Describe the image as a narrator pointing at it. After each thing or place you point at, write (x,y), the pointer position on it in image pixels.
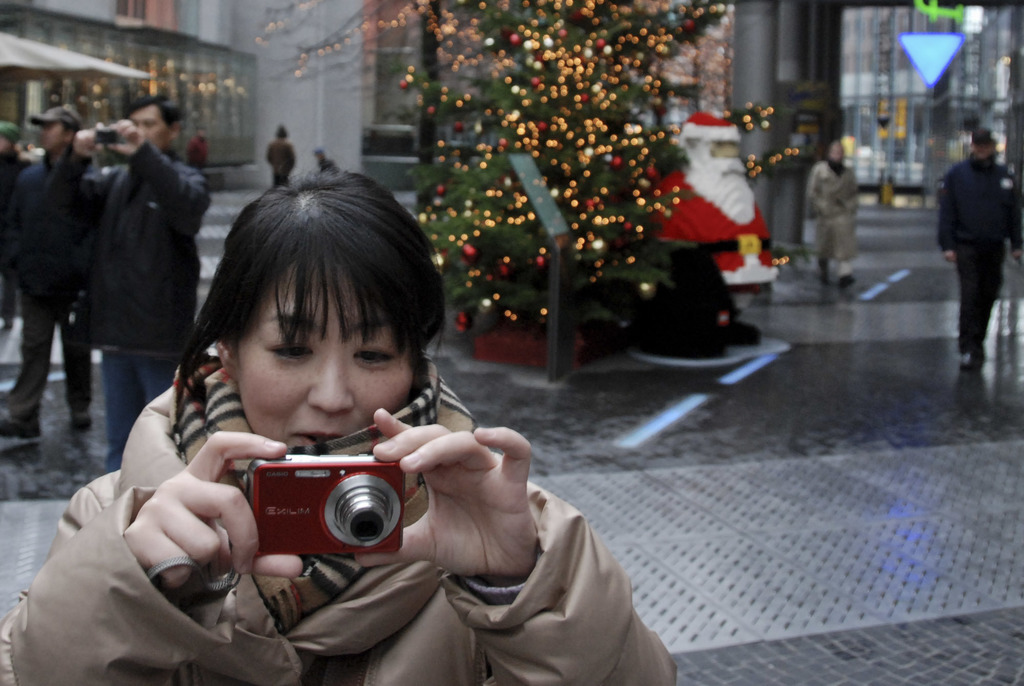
As we can see in the image, there are few people (293,221) standing here and there. The woman (294,365) who is standing here is holding camera (342,491) in her hand (435,531) and in the middle (641,245) there is a Christmas tree (612,211). In the background (308,42) there are buildings (252,26).
